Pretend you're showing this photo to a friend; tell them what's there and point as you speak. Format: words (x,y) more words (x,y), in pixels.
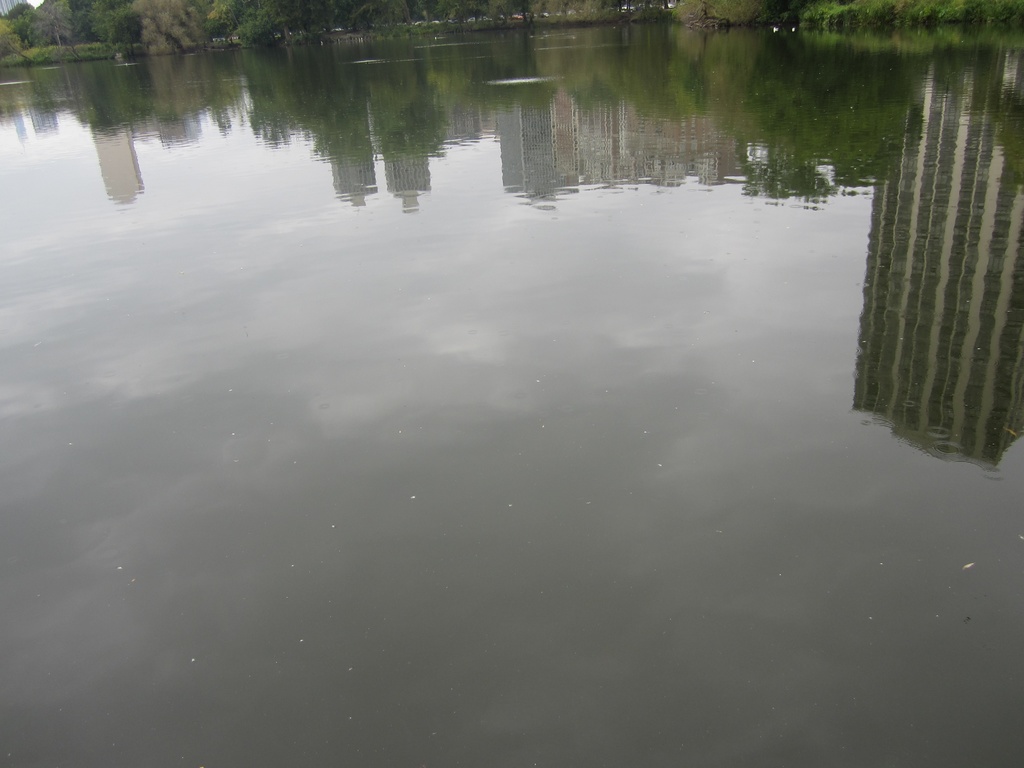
In this picture we can see the lake (213,307) on which I can see the reflection (576,125) of some trees (850,54), buildings (342,179).
